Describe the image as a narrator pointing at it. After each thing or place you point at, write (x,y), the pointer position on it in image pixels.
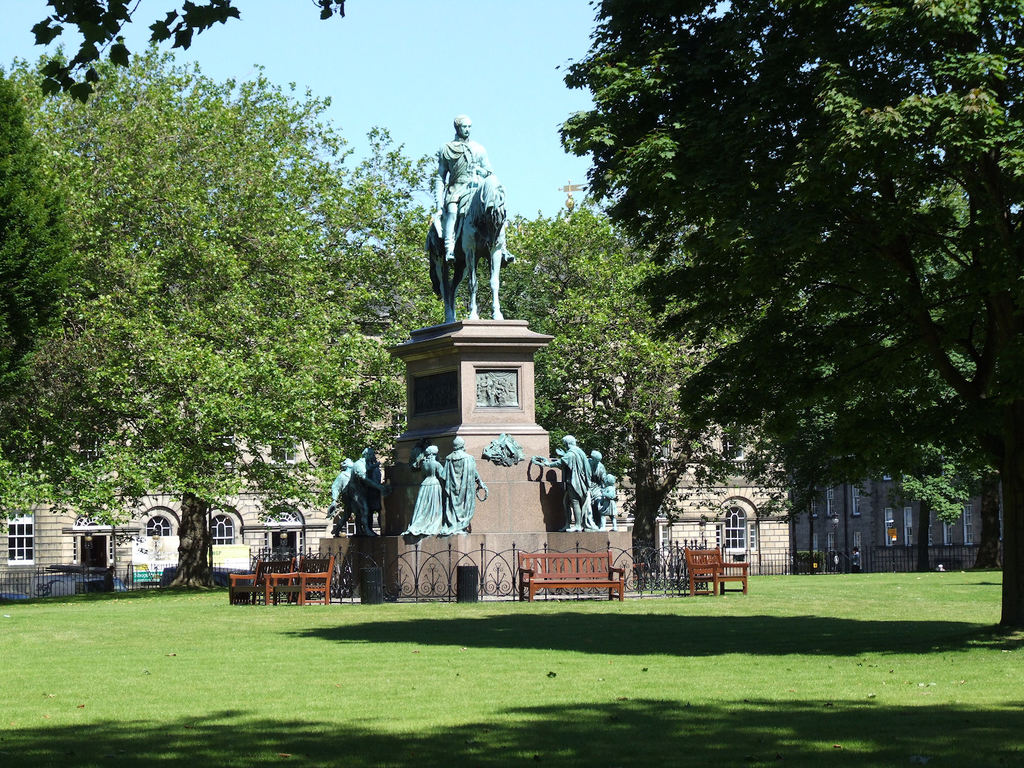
In the center of the image (463,401) there are statues (464,437). Around the statues (438,518) there is a metal fence (449,569). There are benches (578,557). At the bottom of the image (595,642) there is grass (543,692) on the surface (638,688). In the background of the image (49,587) there is a metal fence (91,593). There are trees (190,555), buildings (273,539) and sky (578,9).
